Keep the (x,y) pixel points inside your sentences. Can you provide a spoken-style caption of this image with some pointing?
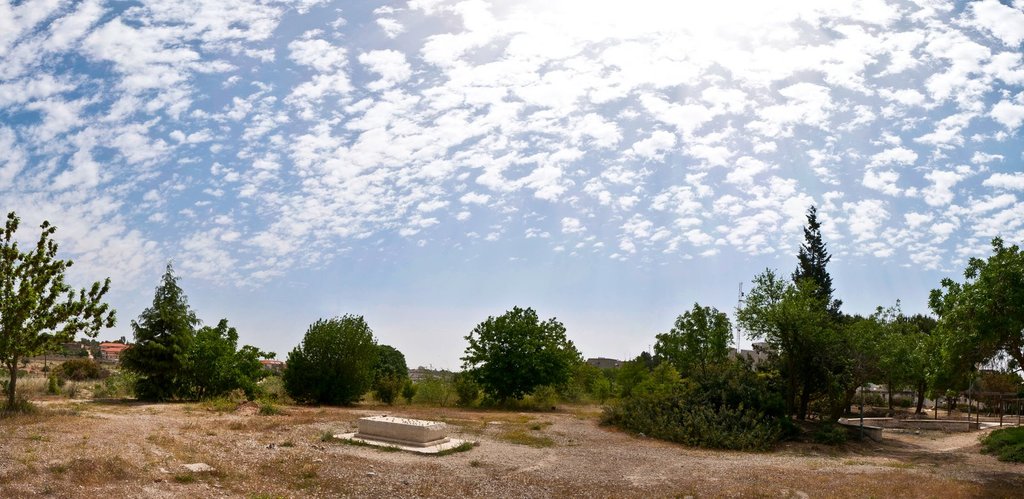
In this image we can see few trees (824,353), a stone (391,427) on the ground (464,445) and the sky (490,288) with clouds (616,142) in the background (454,280).
